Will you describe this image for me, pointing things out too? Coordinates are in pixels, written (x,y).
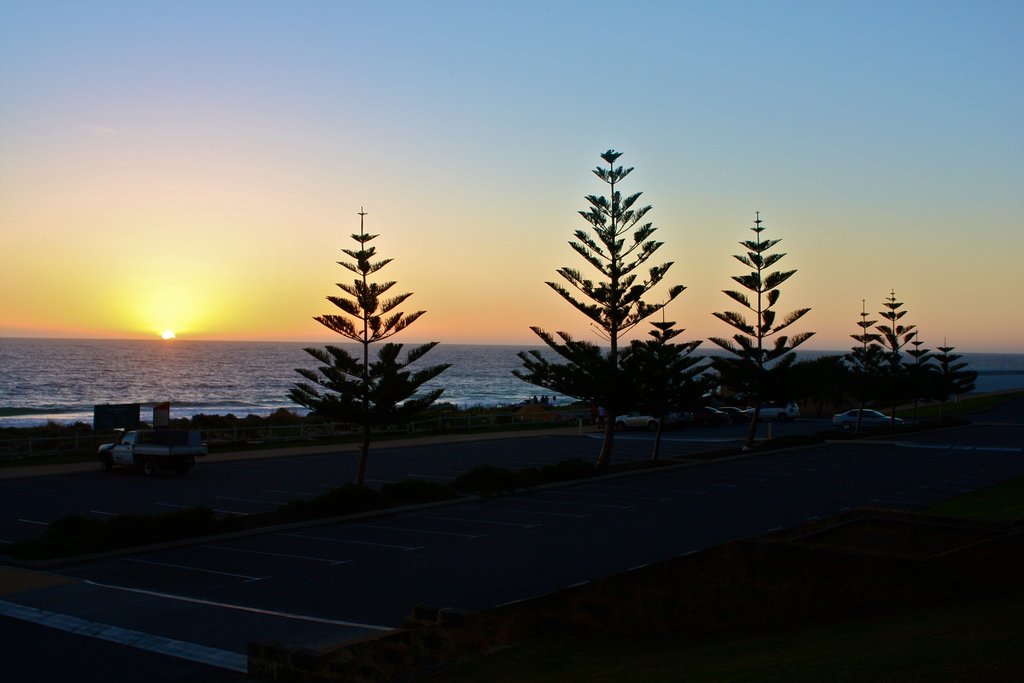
At the bottom (764,518), we see the grass (1019,510) and the road (556,555). In the middle (579,396), we see the trees (824,385). Behind the trees (758,400), we see the vehicles (857,413) parked on the road (586,437). On the left side (119,447), we see a vehicle (155,442) parked on the road (215,471). Behind that, we see the railing (38,449). In the background (165,394), we see the sun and the water (321,364). This water (261,378) might be in the sea (476,356). At the top (321,163), we see the sky (225,184).
